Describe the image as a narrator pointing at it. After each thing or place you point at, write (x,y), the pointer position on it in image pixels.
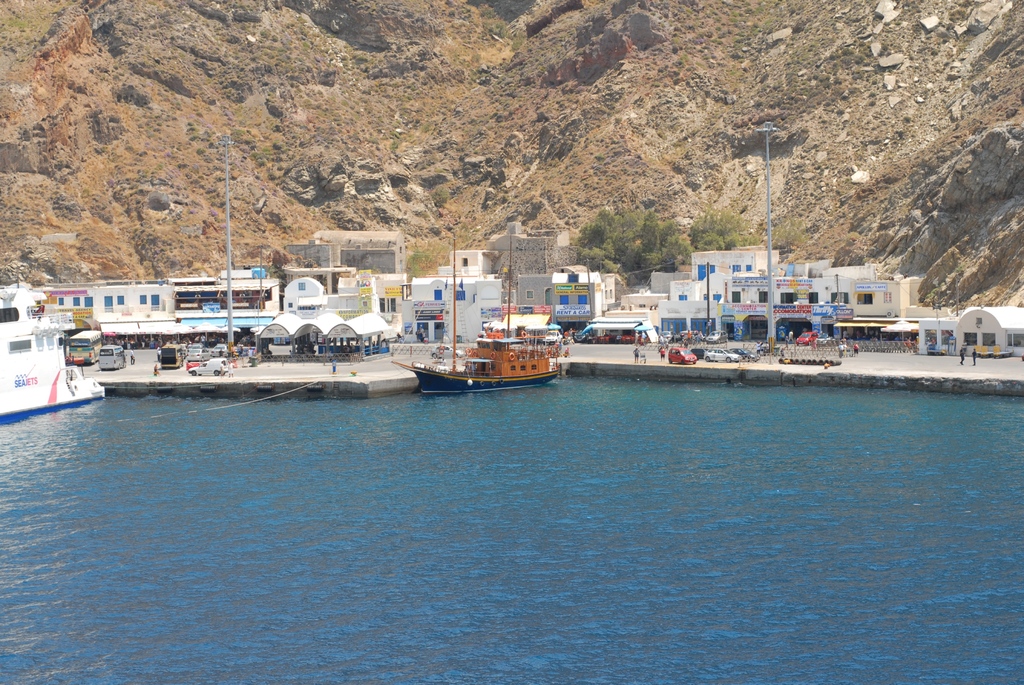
In this image we can see the ships (39,396) on the water (610,523). And at the back (368,336) we can see the buildings (431,293), vehicles (674,340) and few people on the ground (648,360). There are poles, street lights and mountain (535,115).
